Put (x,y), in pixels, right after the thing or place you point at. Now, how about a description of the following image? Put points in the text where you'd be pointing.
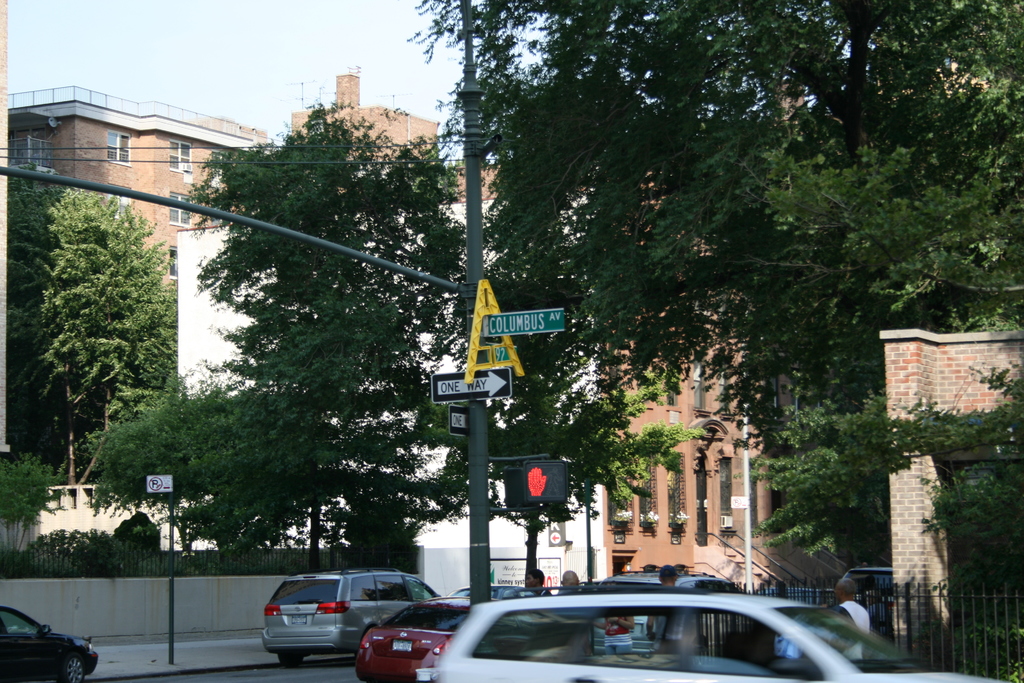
In this image, we can see vehicles (600,607) and people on the road (273,669). In the background (171,575), there are poles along with wires (436,160) and we can see boards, buildings (206,301) and trees (393,199) and we can see a grille (954,598). At the top (199,38), there is sky (153,48).
